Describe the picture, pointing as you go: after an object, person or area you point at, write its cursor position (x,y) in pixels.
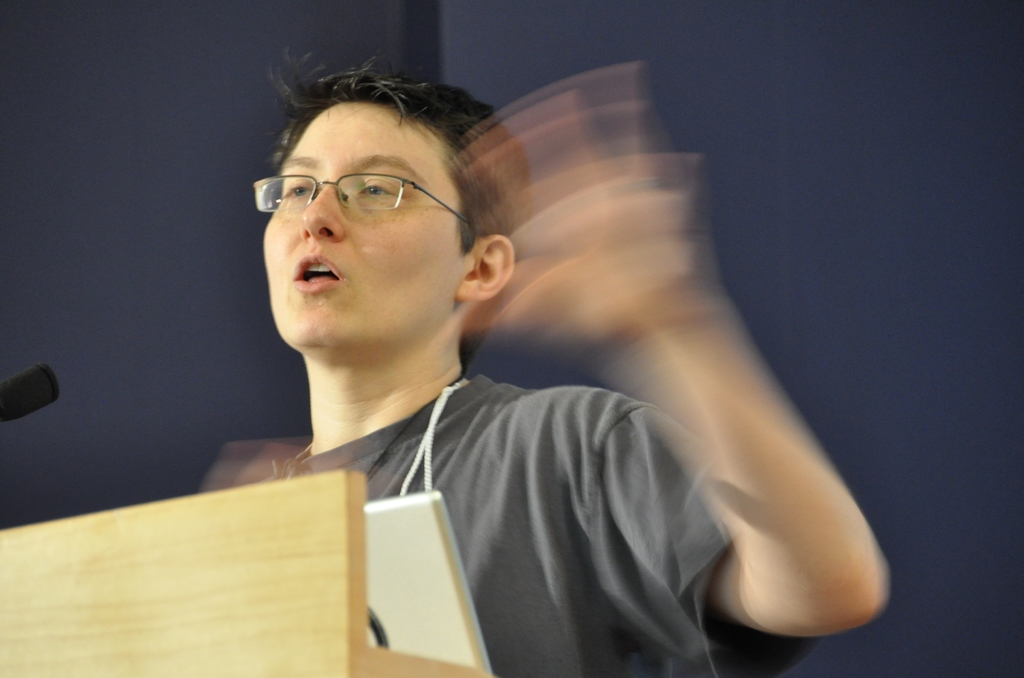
In this image we can see one man (448,469) with spectacles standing near the podium (134,611) and talking. One object (386,541) on the podium (321,642), one wire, one microphone (32,411) on the left side of the image (17,410), one object (649,60) in the background (710,60), it looks like a wall (440,54) in the background (781,29) and the image is blurred.
